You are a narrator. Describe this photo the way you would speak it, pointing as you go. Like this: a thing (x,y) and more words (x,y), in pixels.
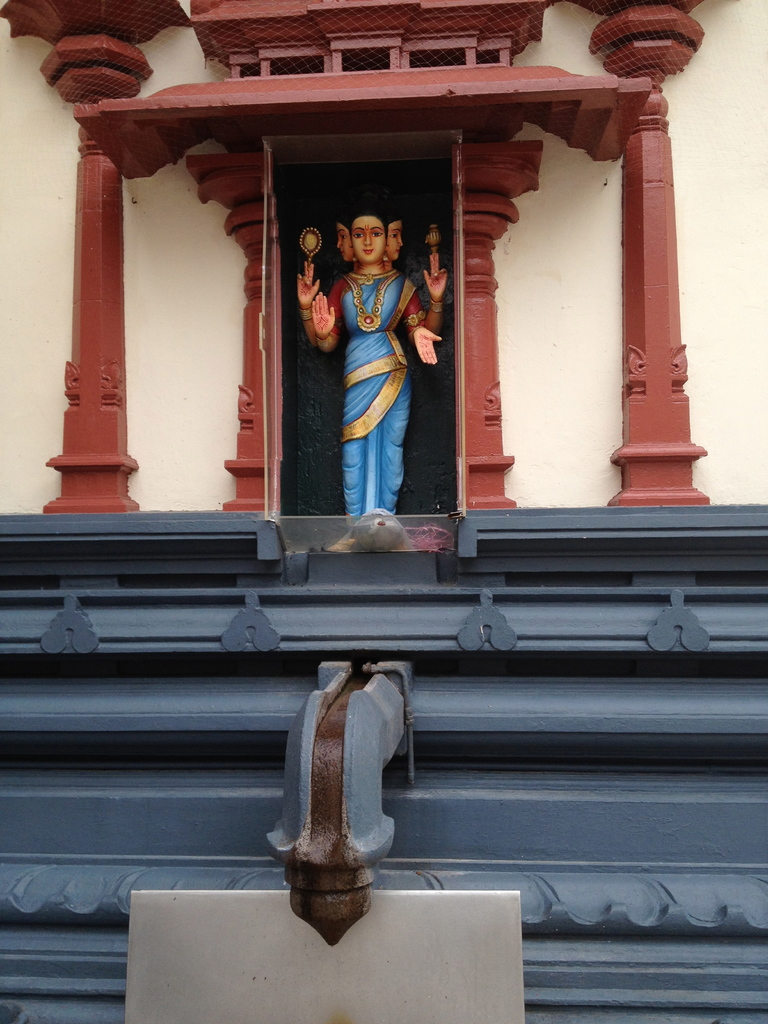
In this picture we can see a statue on a platform (470,511), here we can see a wall (141,472) and some objects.
